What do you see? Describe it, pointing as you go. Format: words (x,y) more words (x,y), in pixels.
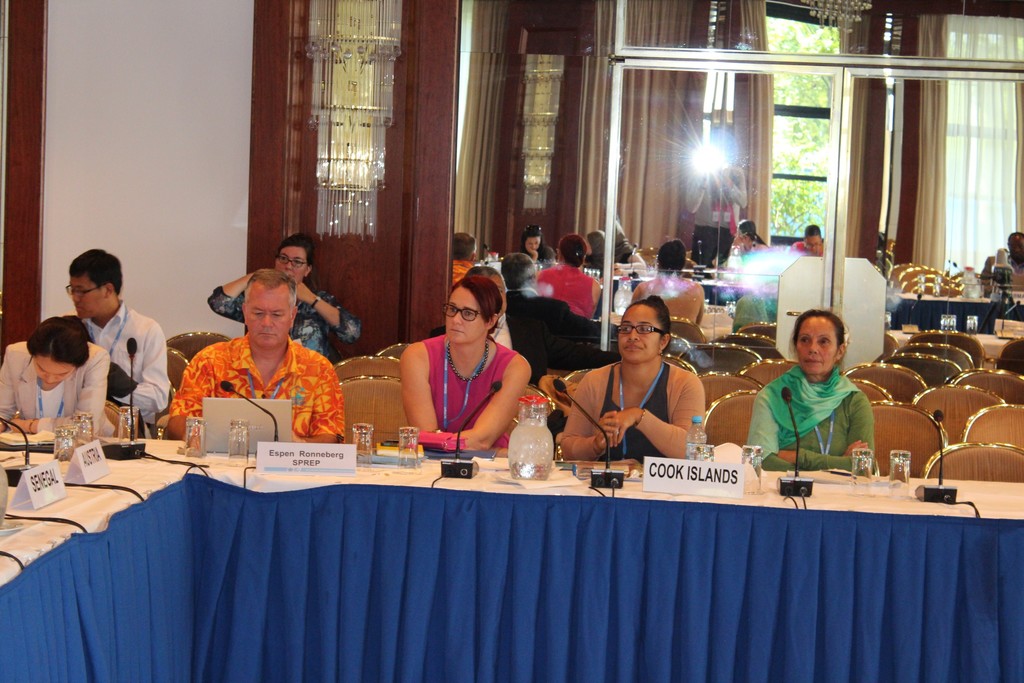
In this image we can see few people (510,386) sitting on the chairs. There are many objects (796,476) on the table (883,482). We can see the reflection (765,183) of few people (746,241), many chairs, a tree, flash light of a camera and few other objects (759,170) on the glasses (768,274).
